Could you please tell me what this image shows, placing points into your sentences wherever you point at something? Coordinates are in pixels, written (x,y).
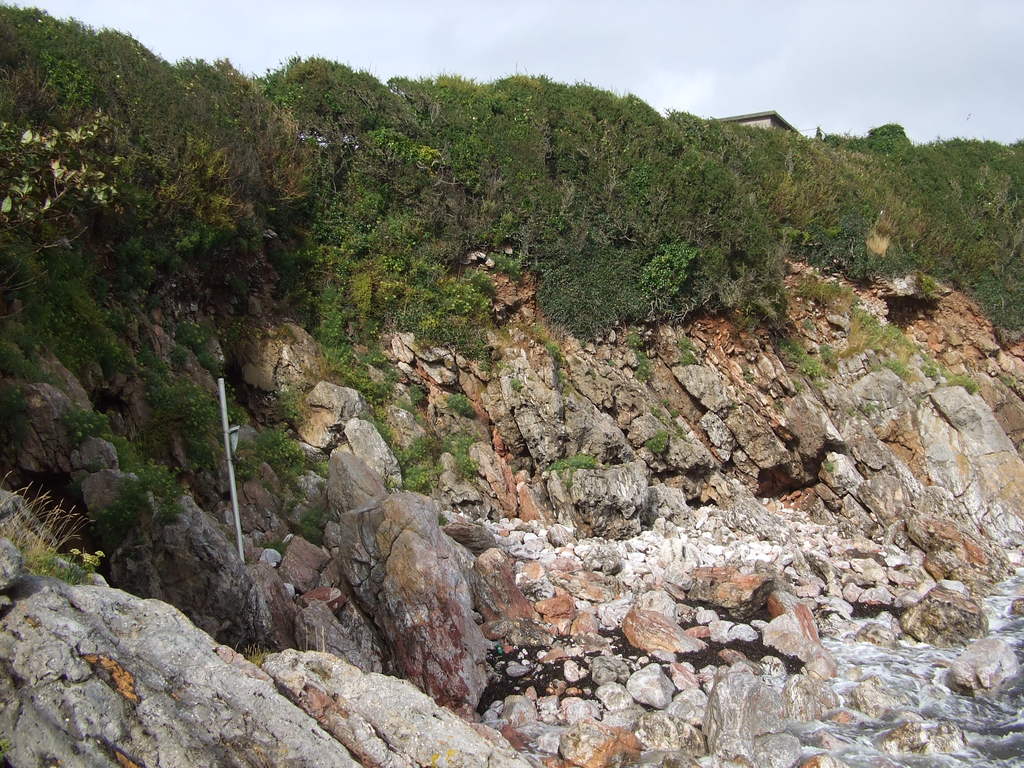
Here in this picture on the top side (205,237) we can see plants (159,237) and grass (862,152) covered all over there on the ground (267,280) and below that we can see rock stones (313,549) present all over there and we can see the sky (642,97) is cloudy.
